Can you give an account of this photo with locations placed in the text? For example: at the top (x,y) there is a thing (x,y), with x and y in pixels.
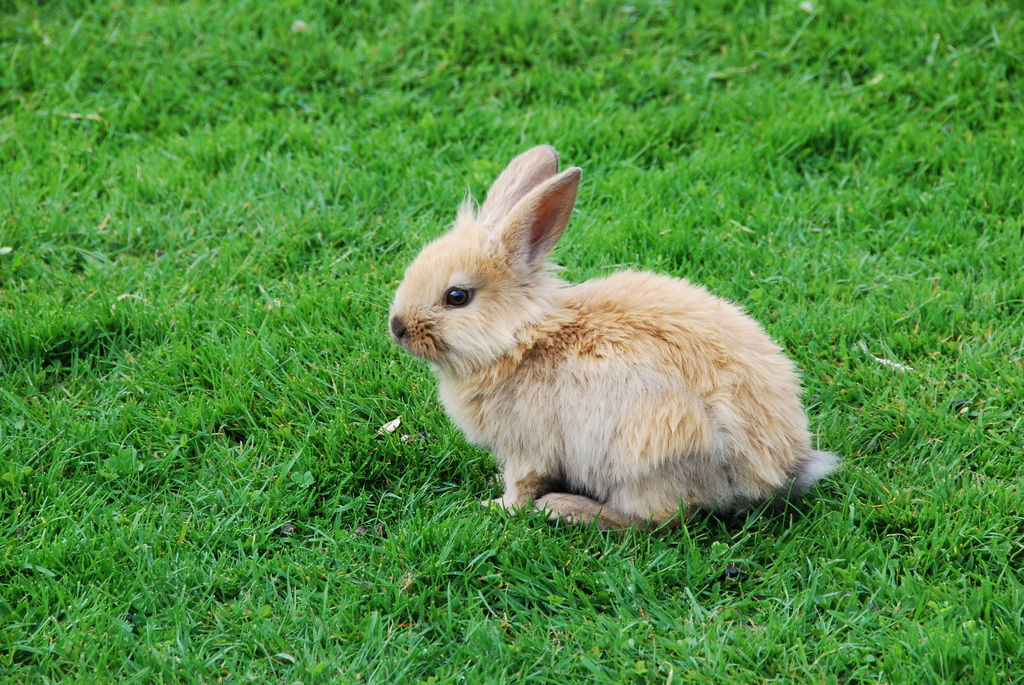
In this picture we can see green grass (778,510) and a rabbit (656,483).
